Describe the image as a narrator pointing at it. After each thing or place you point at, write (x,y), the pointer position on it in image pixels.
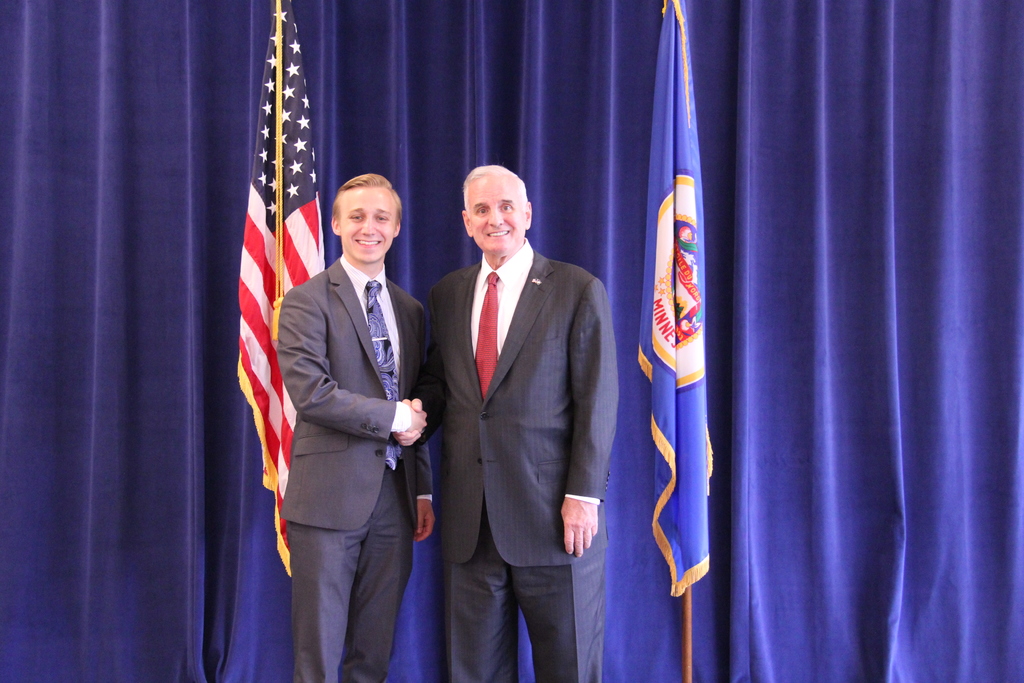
In the center of the image (408,298) we can see person (420,335) standing on the floor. In the background (129,72) we can see flags (274,28) and curtain (544,124).
